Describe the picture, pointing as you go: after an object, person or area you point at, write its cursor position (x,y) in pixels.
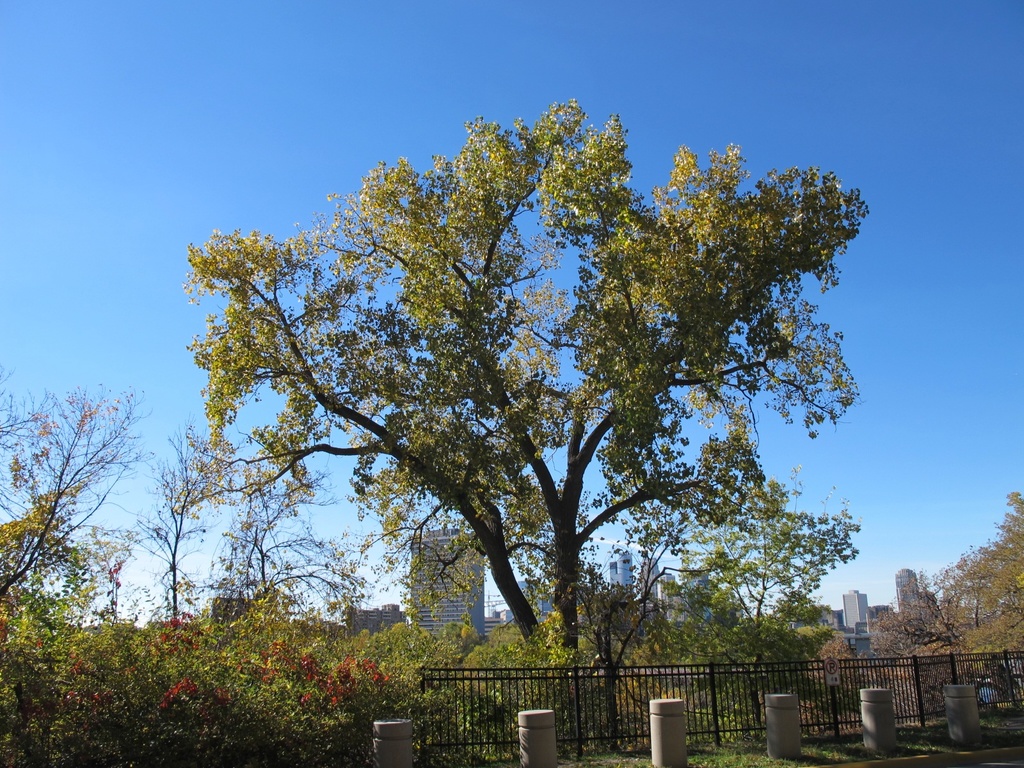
In this image there are some trees (195,648) as we can see at bottom of this image (159,752) and there is a fencing gate (808,686) at bottom of this image (935,688) and there are some buildings (857,602) in the background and there is a blue sky (462,132) at top of this image (785,133).
